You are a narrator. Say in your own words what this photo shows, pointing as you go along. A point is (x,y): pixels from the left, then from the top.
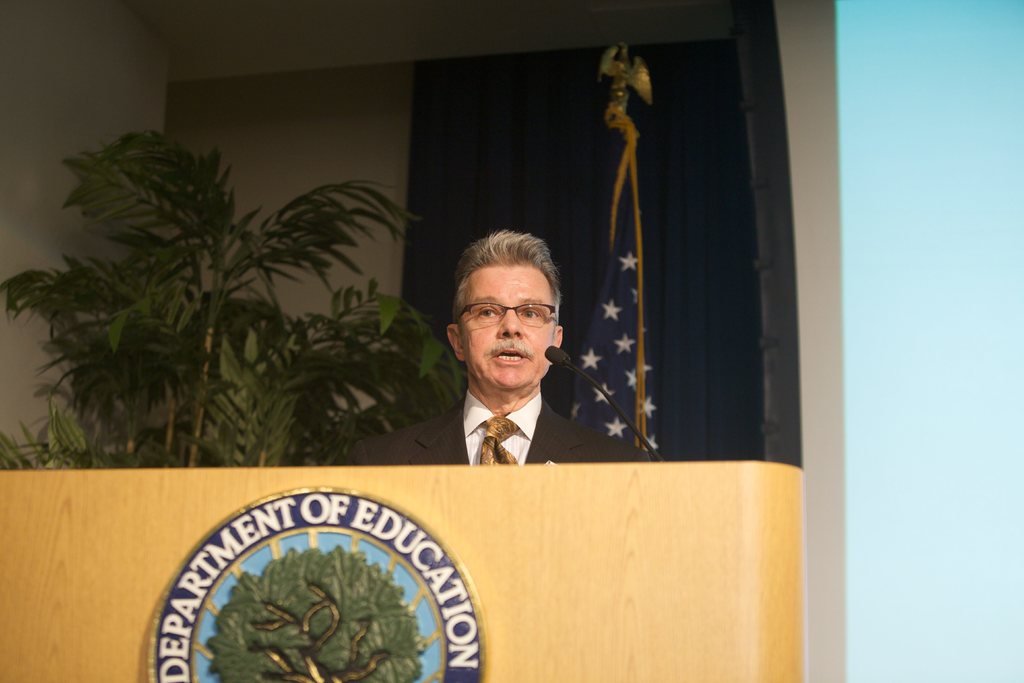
In this image we can see a person (517,396) speaking into a microphone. There is a curtain (650,315) in the image. There is a plant (246,345) in the image. There is some text (399,519) and a logo (345,599) on the podium (362,593) in the image.
